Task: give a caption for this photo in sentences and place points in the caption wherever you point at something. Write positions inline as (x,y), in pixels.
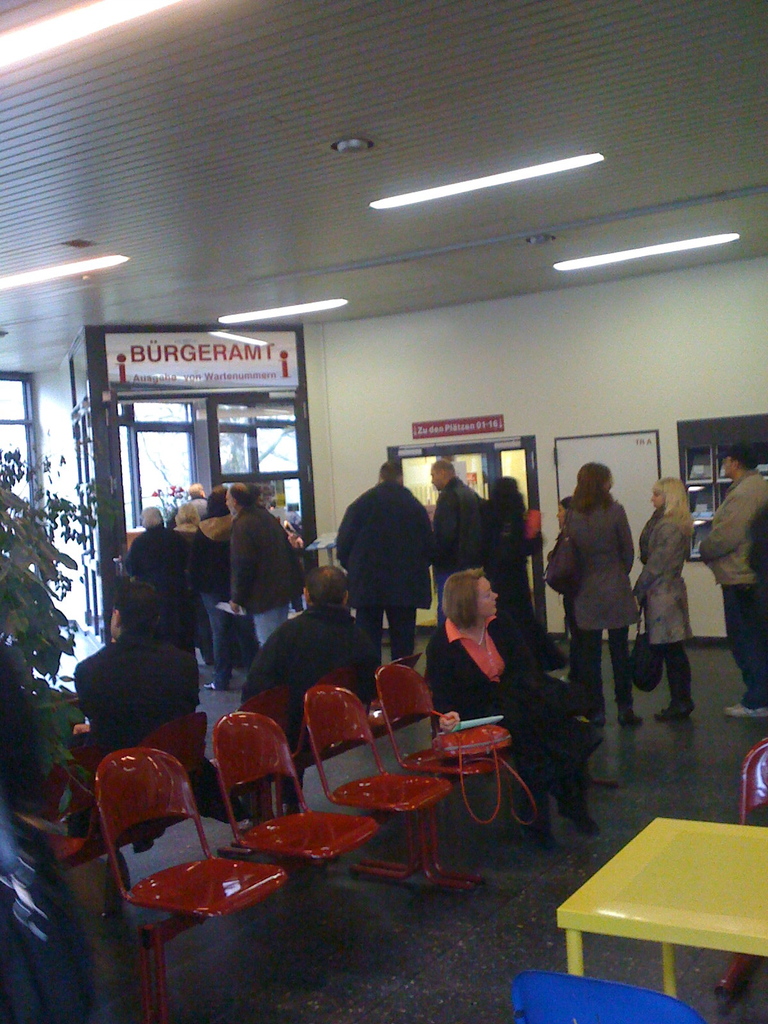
In this image there are group of people (332,591) standing on the floor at the left side of the image (52,504) there is a plant (83,506) and at the top of the image (402,184) there is a roof (450,215) with lights (586,161).
